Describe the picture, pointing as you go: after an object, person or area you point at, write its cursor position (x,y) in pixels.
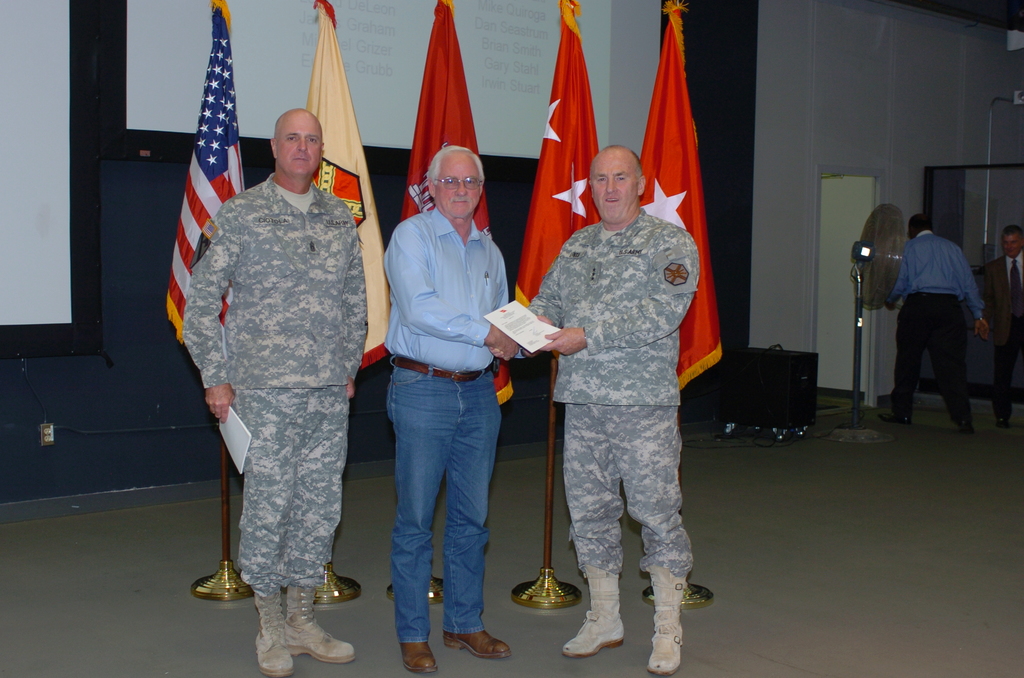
In the foreground of this image (248,492), there are three men (455,501) standing and posing to a camera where two men (598,373) shaking hands (499,341). In the background (511,136), there are five flags (553,123), two screen (296,69), a wall (753,69), table fan (872,244), a black object (772,389) and two men (992,320) walking on the floor (941,482).
